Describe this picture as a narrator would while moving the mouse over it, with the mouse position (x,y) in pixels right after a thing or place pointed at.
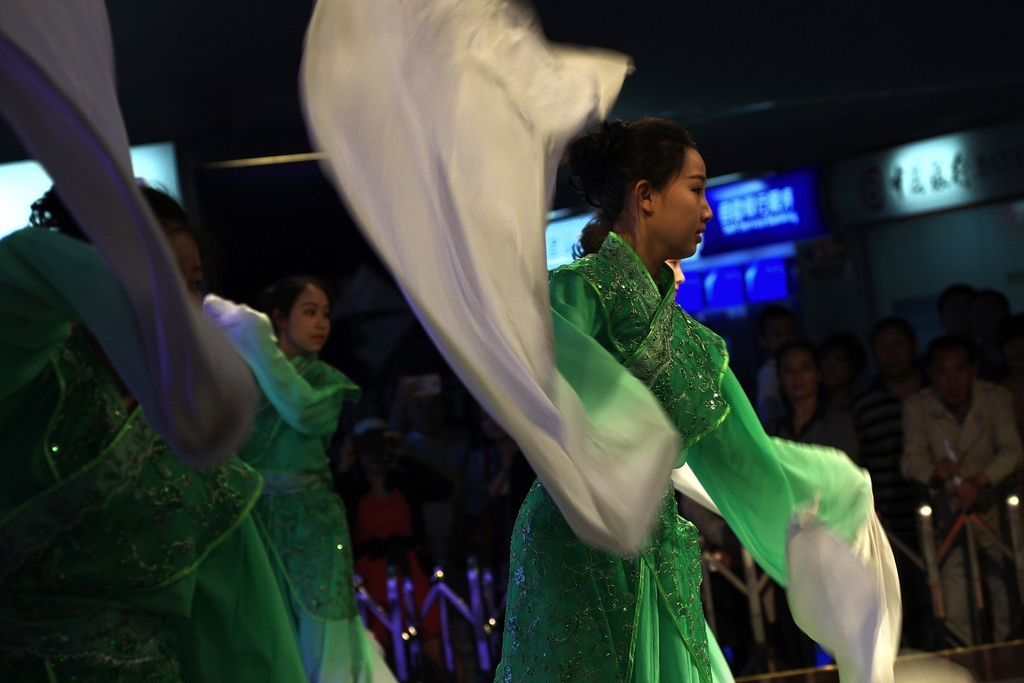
In this image there are ladies (465,367) dancing, in the background (915,388) there are people (856,365) standing behind the railing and there are boards (791,207).
